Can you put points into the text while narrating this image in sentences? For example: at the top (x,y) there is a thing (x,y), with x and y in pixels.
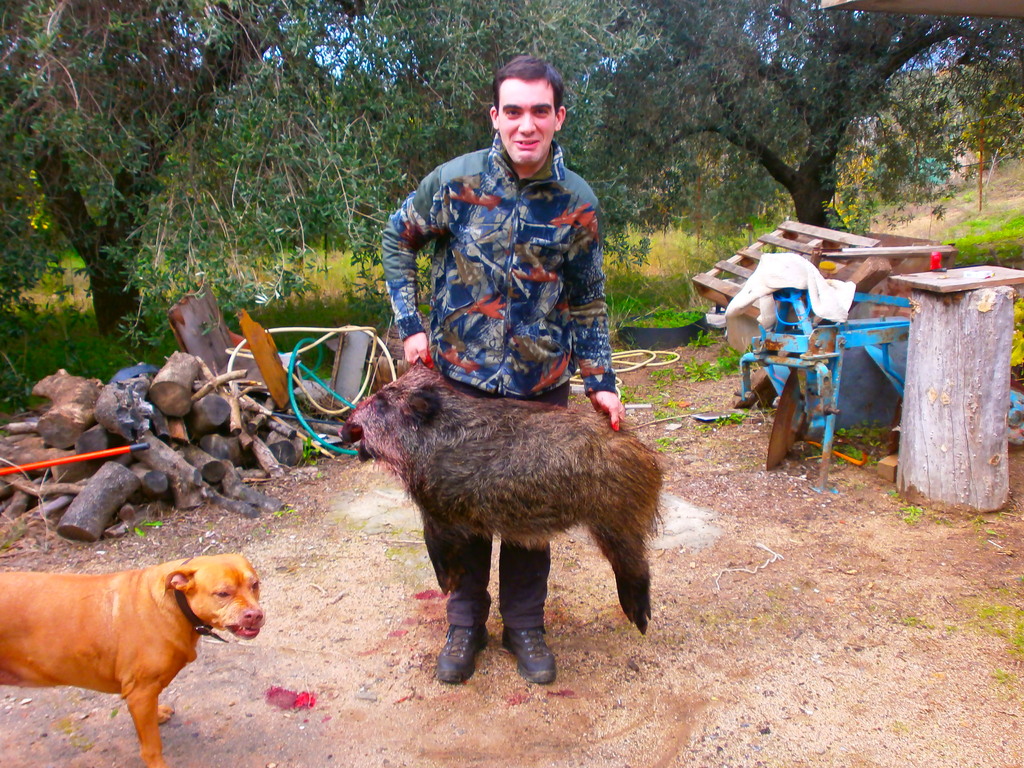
In this image we can see a person (487,276) holding an animal (467,423). Also there is a dog (162,607). In the back (69,423) there are wooden logs (124,429) and some other things (829,309). In the background (804,158) there are trees (296,151). On the ground (32,321) there are plants (626,284).
